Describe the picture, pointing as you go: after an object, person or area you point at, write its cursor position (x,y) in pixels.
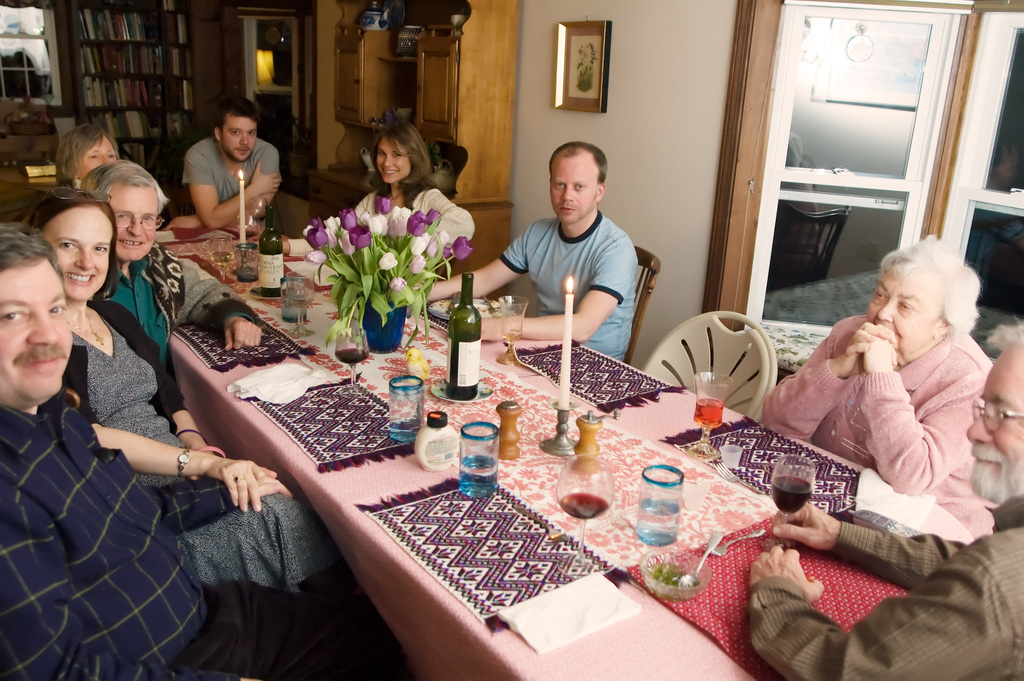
Here we can see a group of people (54,364) sitting on chairs (641,308) and there is a table (240,411) in front of them and on the table (686,523) there are bottles of wines (471,331), glasses (408,386) and candles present and there is a flower pot (438,222) present and Behind them we can see a bookshelf (92,51).
